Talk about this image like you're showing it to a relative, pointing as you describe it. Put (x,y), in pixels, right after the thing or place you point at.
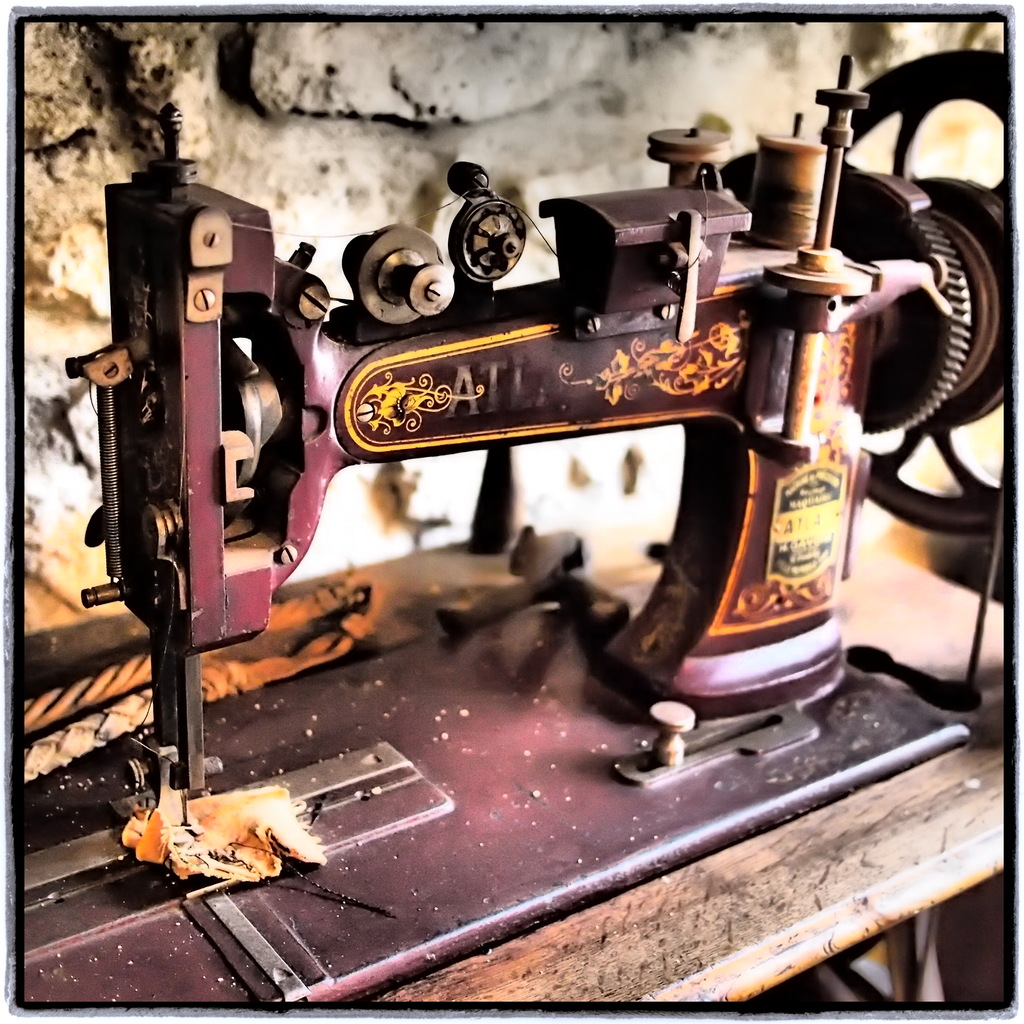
This is an edited image. Here I can see a sewing machine (211,567). In the background (428,140) there is a wall (397,113). On this machine (346,855), I can see a piece of cloth (249,827) and some other objects (345,635).
